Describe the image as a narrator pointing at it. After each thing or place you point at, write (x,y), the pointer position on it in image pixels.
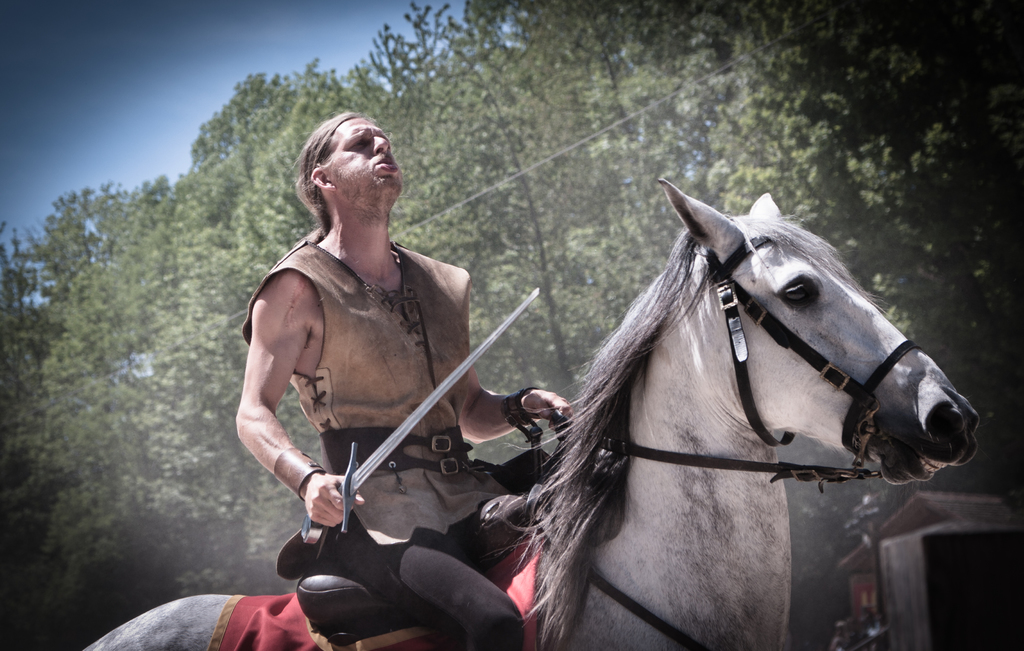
In this image I see a man (337,240) who is sitting on a horse (714,219) and he is holding a sword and I see that he is wearing brown colored cloth (417,256) and In the background (494,352) I see the trees (11,459) and the sky (11,60).
